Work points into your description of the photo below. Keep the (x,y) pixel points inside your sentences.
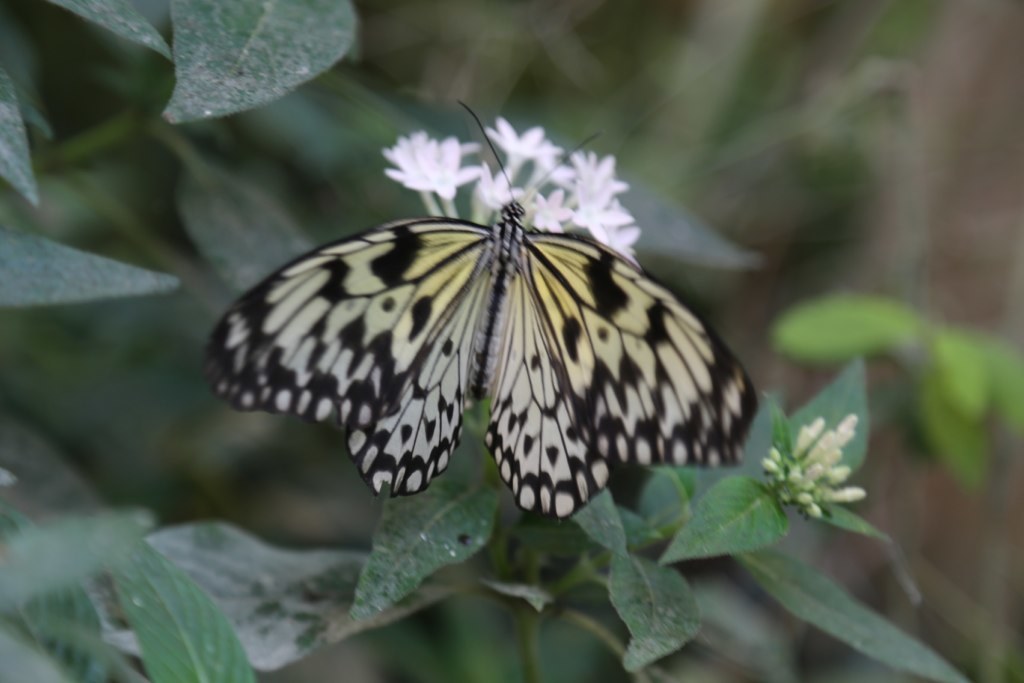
In the picture we can see a butterfly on the flowers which are white in color and beside it, we can see some flower buds (798,450) to the plant (821,450), and in the background (229,100) also we can see some plants (741,248) which are not clearly visible.
